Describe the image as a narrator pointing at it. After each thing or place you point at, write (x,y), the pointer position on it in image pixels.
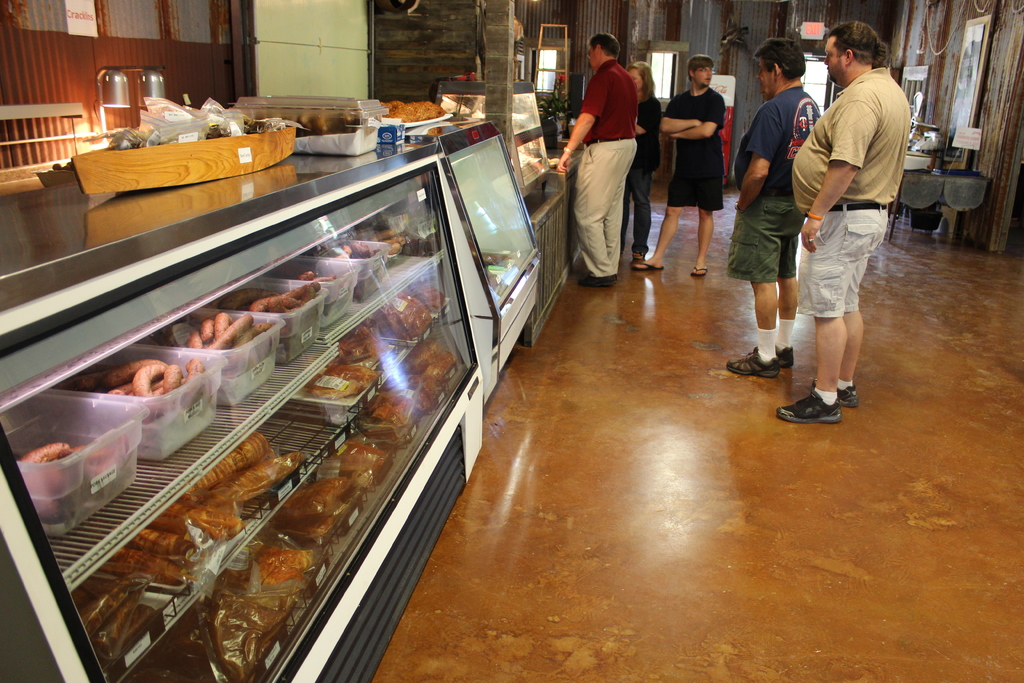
In this picture we can observe some people (710,139) standing. On the left side (88,423) there is a shelf (344,320) in which there is some food (313,119) placed. In the background (744,38) there is a wall (637,35) and a windows (661,70). On the right side (971,83) we can observe a photo frame (961,64) fixed to the wall (934,112).
